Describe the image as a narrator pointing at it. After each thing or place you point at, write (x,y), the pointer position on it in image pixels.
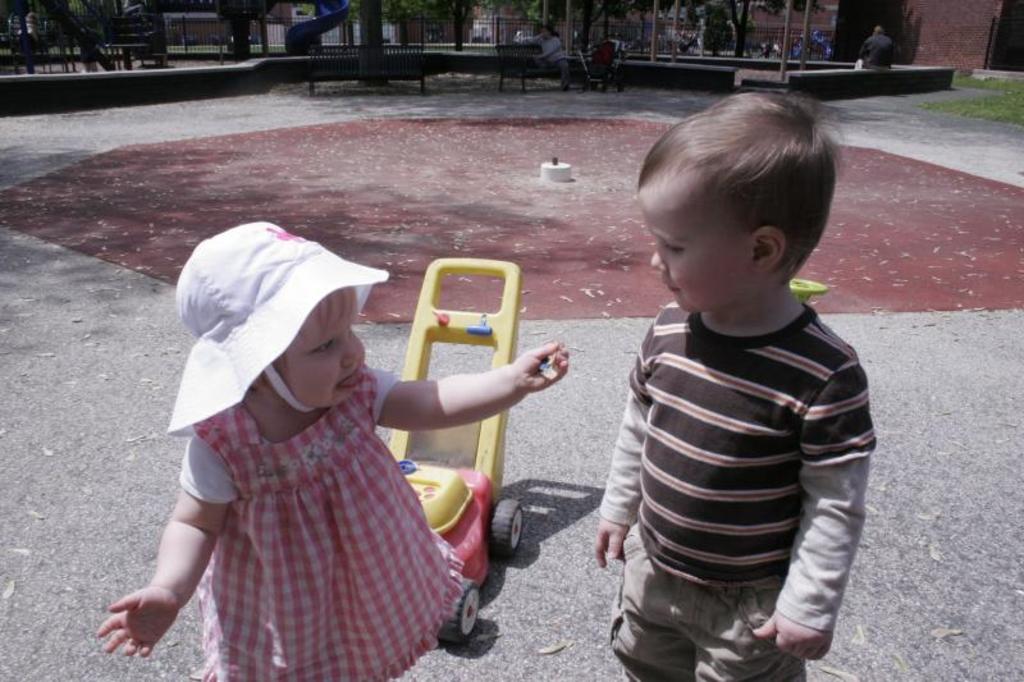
In this image we can see two kids (409,541) are standing. In the background of the image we can see a person (567,73) is sitting on the bench (520,57) and a toy vehicle (473,328) is there.
